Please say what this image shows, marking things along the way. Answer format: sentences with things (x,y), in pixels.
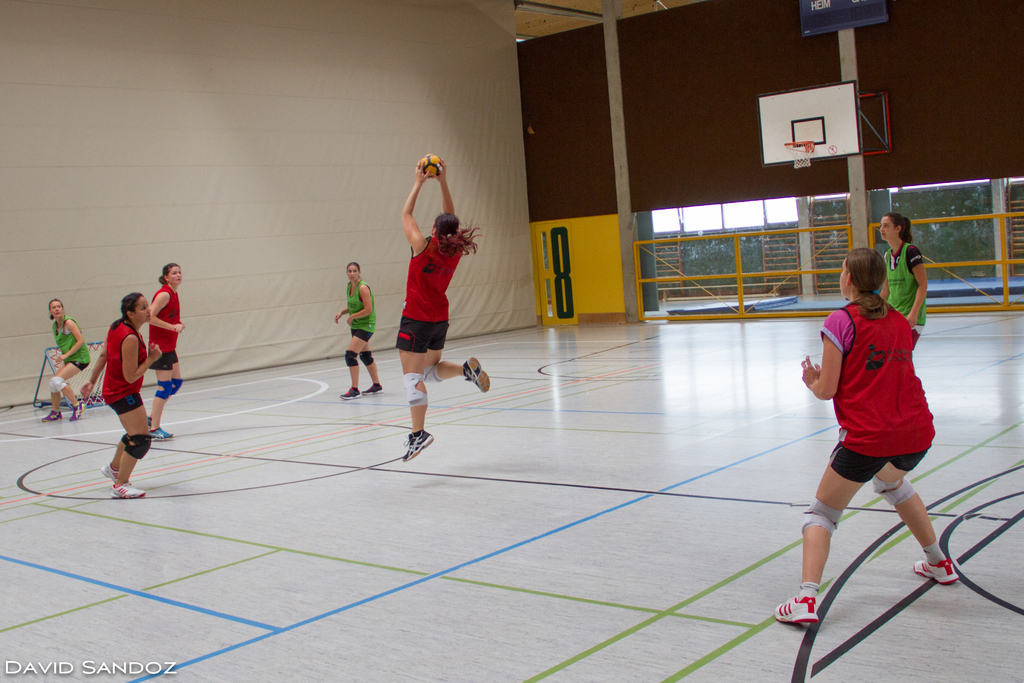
In this image we can see women (358,343) running on the floor (686,405) and one of them is holding a ball (438,163) in the hands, iron grills (764,253), trees (750,247) and sky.
